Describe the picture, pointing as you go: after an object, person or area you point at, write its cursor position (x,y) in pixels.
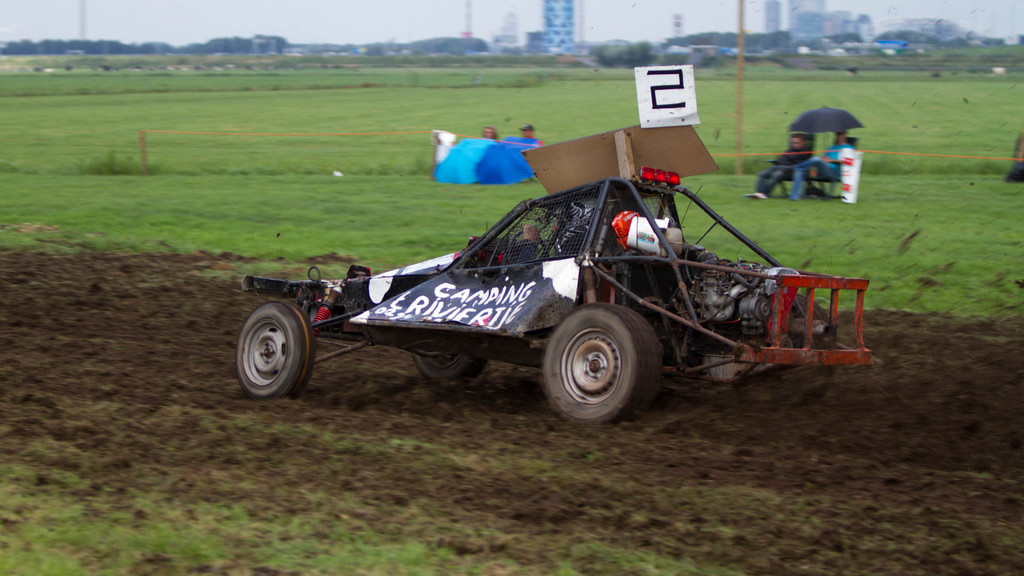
In the picture we can see a sports car (458,251) on the muddy surface (168,345) and behind it, we can see a grass surface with two people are sitting under the umbrella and beside it two people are sitting and on them, we can see a blue colored cloth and in the background (631,1) we can see trees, buildings (506,30), poles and sky (682,8).
